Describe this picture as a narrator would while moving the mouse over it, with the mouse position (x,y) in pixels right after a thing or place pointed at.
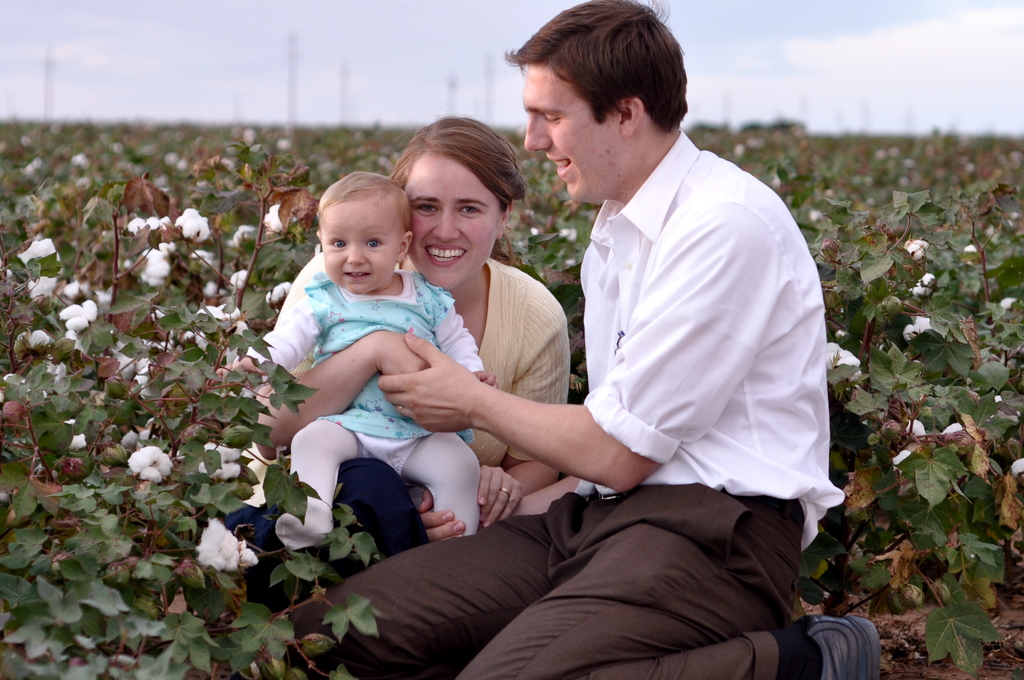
There is a man (585,402) and a woman (477,314) holding a baby (394,265). Near to them there are cotton plants (202,270).
